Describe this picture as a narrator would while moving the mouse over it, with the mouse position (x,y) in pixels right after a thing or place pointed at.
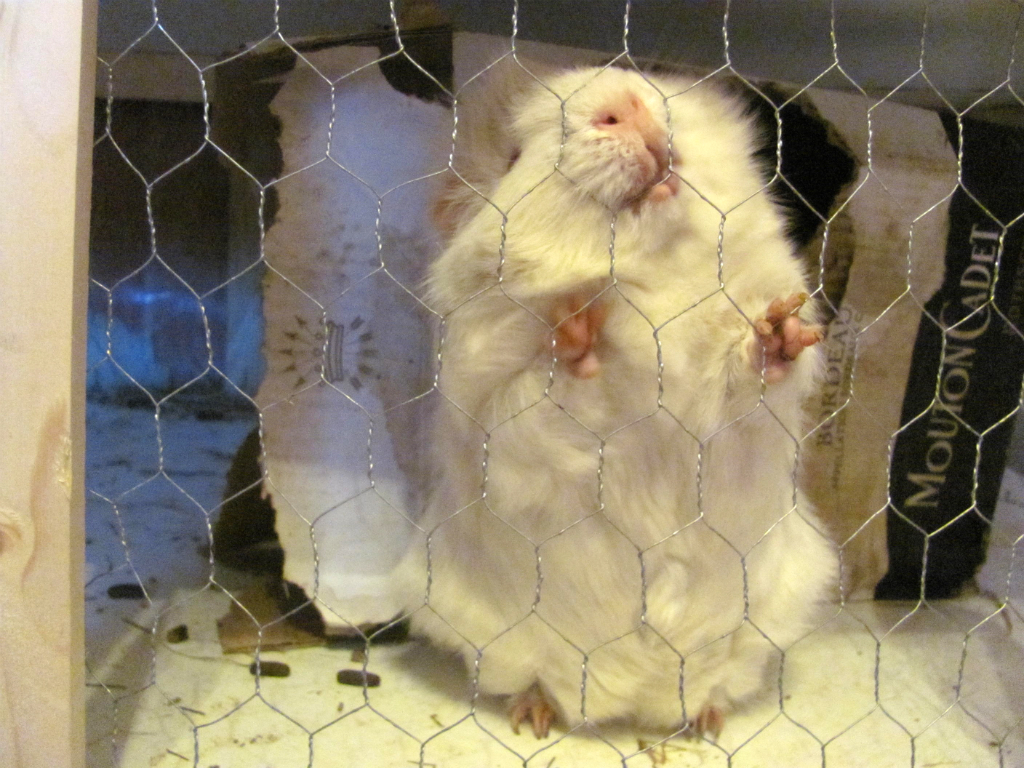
In this picture I can see there is a rodent (631,553) inside the cage (70,53) which is made of wooden frame (75,65) and in the backdrop (340,501) there is a cardboard (408,313).
